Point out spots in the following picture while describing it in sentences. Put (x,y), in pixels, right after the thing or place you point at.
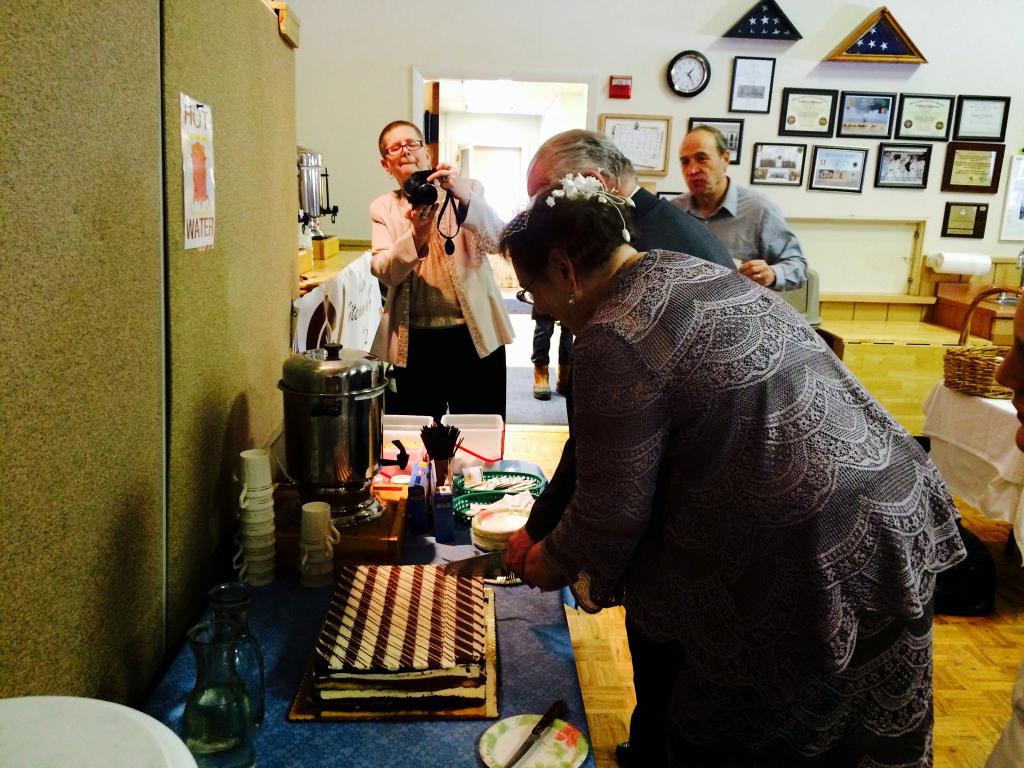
On the left side (113,159) there is a wall (160,210) with a poster (206,207). Near to that there is a platform (376,756). On that there are bottles (209,684), cups (253,523), cake (380,593), plate (498,730) with knife (541,727), baskets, jar (363,407) with tap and many other items (451,473). Also there are two persons (599,244) holding knife (488,556) and cutting the cake (463,583). In the back (427,303) another lady (426,281) is holding a camera (407,178) and wearing a specs (396,141). Also there is another man (702,197). Near to the lady (387,242) there is a platform (336,267) with a banner (322,306). On that there are jars (324,209) with tap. In the back (410,35) there is a wall (491,29). On the wall (644,61) there is a clock (672,61) and photo frames (792,121). Also there is a door (491,159). On the right side (980,371) there is a basket (983,387) on a surface (1004,416). In the back (923,307) there are wooden things (933,293).
